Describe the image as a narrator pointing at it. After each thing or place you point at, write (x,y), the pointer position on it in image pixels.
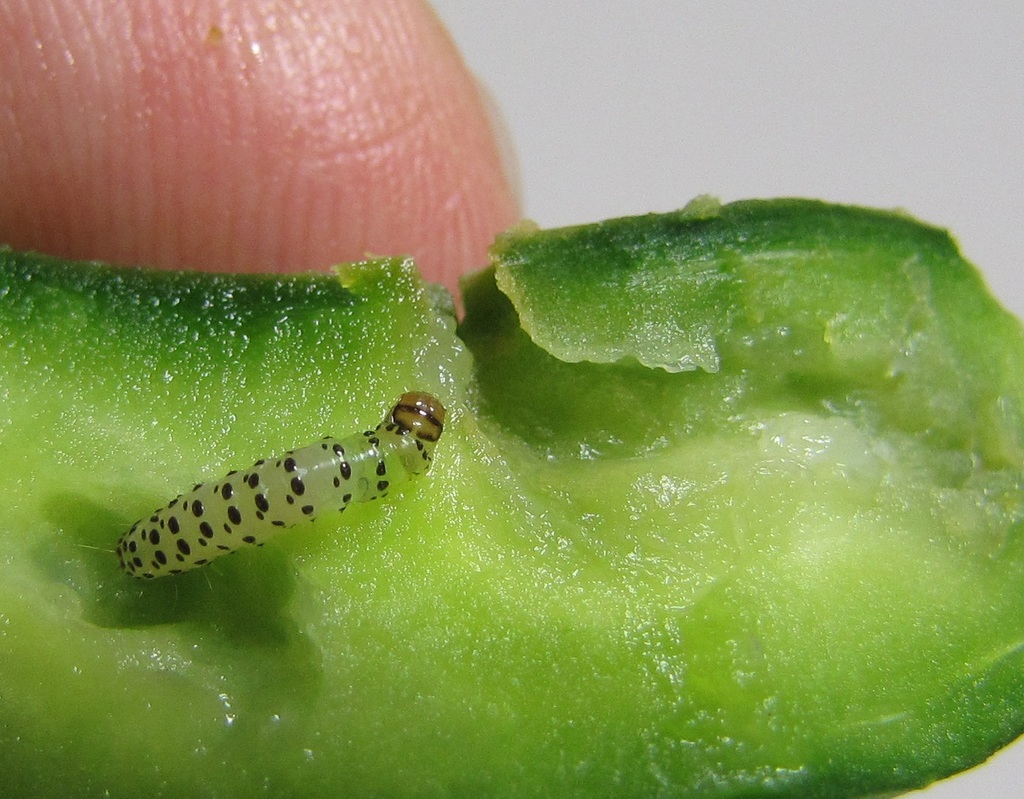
This image consists of an insect (189,534). It looks like it is in a vegetable (178,477). At the top (267,131), there is a finger (316,166) of a person (263,170).
